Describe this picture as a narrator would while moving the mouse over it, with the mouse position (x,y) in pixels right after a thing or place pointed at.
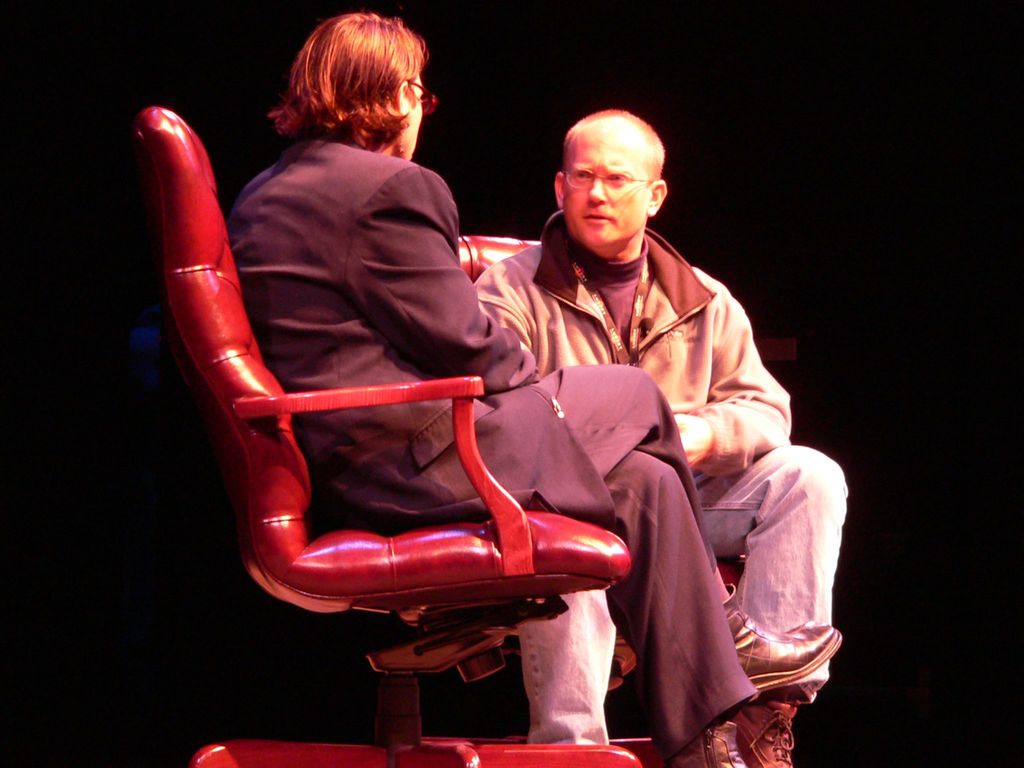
In this picture we can see two people (635,399) wore spectacles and sitting on chairs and in the background (120,500) it is dark.
